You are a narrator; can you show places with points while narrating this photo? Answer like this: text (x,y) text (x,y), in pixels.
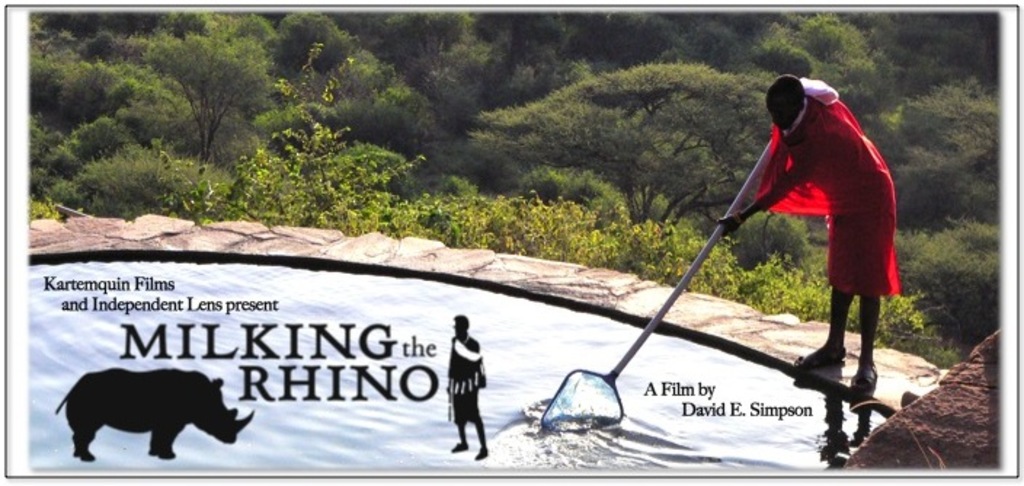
In the right side of the image (820,119) a person (759,189) is standing and holding a stick (662,310). Behind him there are some trees (417,30). At the bottom of the image (743,357) we can see a swimming pool (131,255). At the bottom of the image (463,449) we can see some alphabets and images (58,409).
